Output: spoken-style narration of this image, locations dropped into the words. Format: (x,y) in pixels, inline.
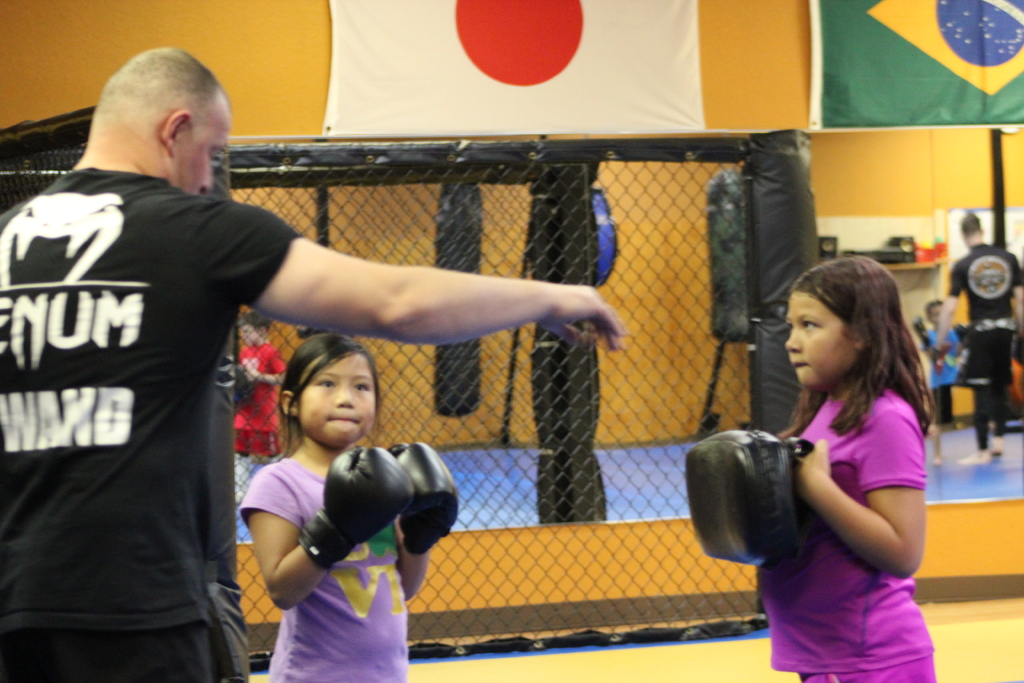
In this image there is a man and two girls (809,581). One girl (809,581) is holding a black bag (746,525) and the other is wearing a boxing gloves (346,474). In the background (565,278) there is a black color fence (593,261) and also consists of two flags (631,67) attached to the yellow color plain wall (796,84). There are also a man (977,286) and a boy (938,365) on the right (968,365).
